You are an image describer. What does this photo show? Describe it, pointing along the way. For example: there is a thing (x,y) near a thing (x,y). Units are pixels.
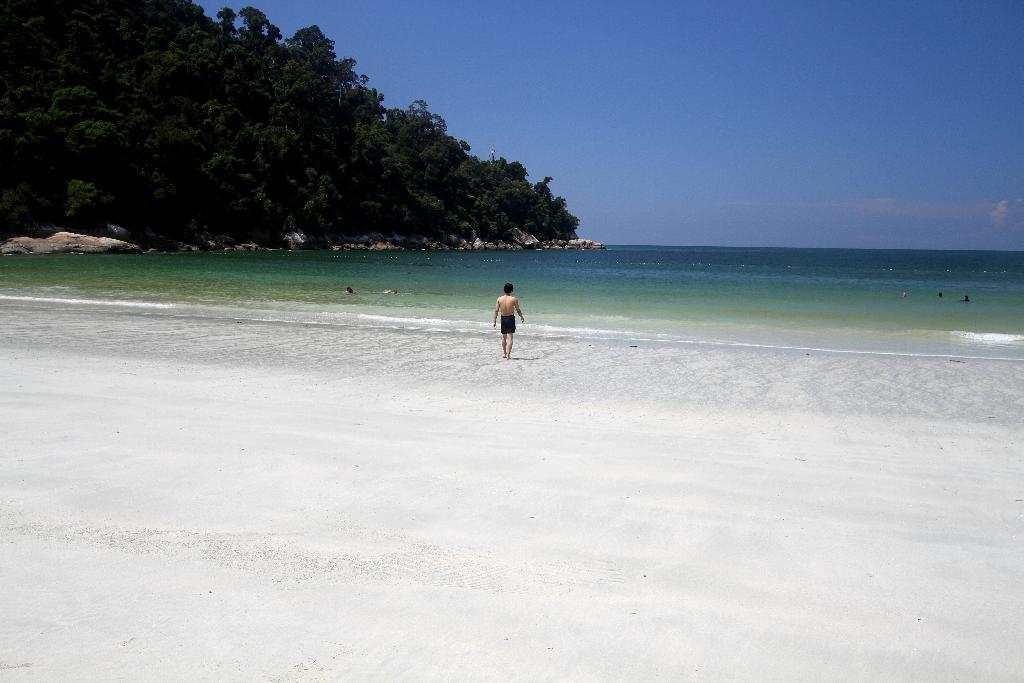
In this image we can see a person (505,329) walking on a beach (561,356), on the left side (252,152) there are few trees (433,139) and sky (822,139) in the background (864,150).
